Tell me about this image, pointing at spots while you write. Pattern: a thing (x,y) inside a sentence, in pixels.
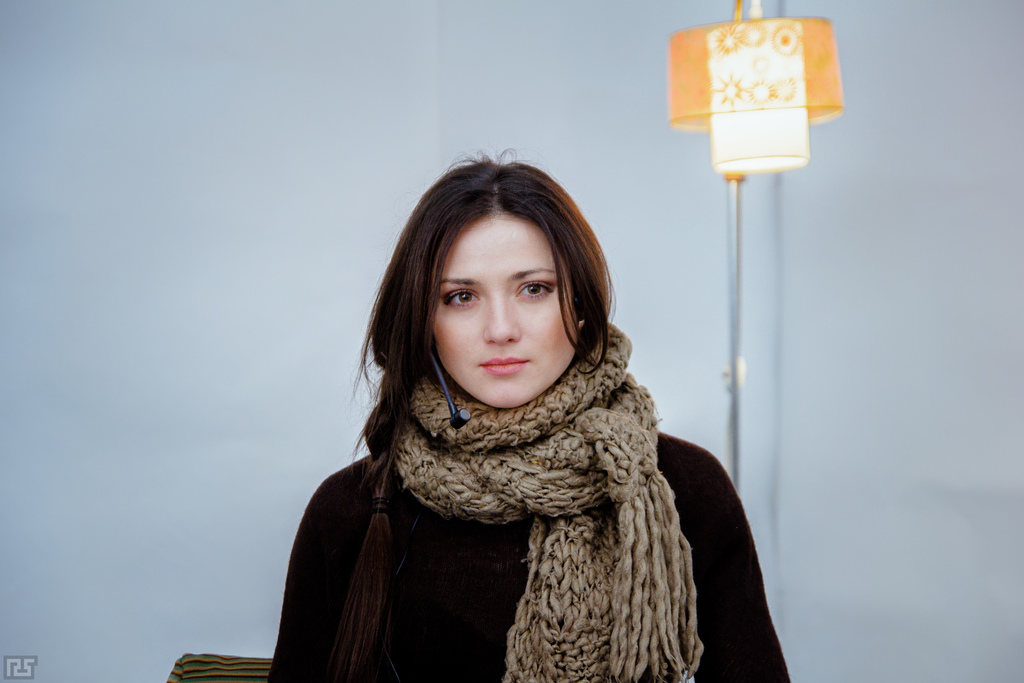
In this image I can see the person (450,441) wearing the black and brown color dress (471,545). In the back (634,153) I can see the lamp (735,77) and the white wall (113,432).
